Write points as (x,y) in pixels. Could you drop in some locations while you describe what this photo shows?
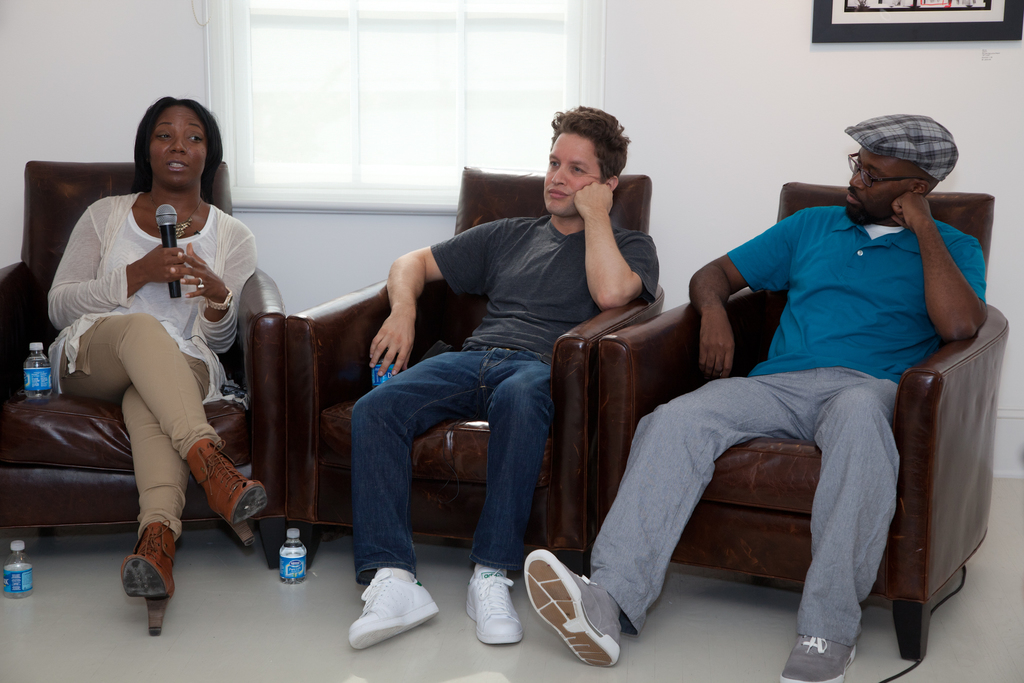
In this image I can see two men (371,505) and a woman (69,305) are sitting on chairs (941,531). I can also see she is holding a mic (162,217) and here I can see few bottles (17,555). In the background (1012,18) I can see a frame (856,9) on this wall (791,77).
